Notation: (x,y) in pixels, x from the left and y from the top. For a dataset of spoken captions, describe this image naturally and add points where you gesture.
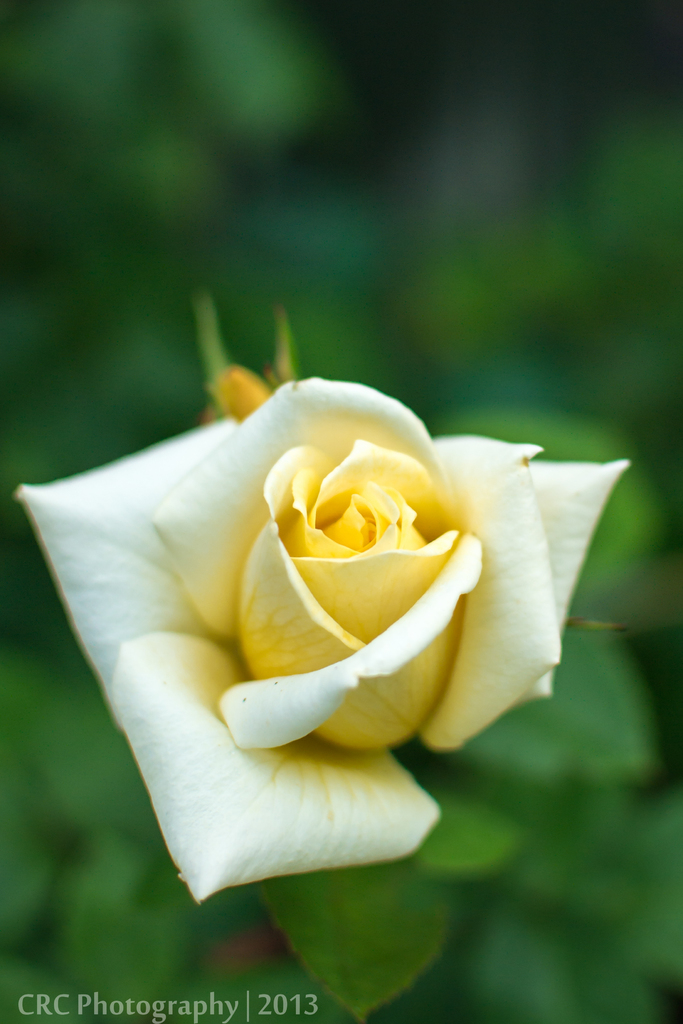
On the bottom left (105,1003), there is a watermark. In the middle of this image (240,487), there is a yellow color rose flower (242,802). And the background (148,305) is blurred.
